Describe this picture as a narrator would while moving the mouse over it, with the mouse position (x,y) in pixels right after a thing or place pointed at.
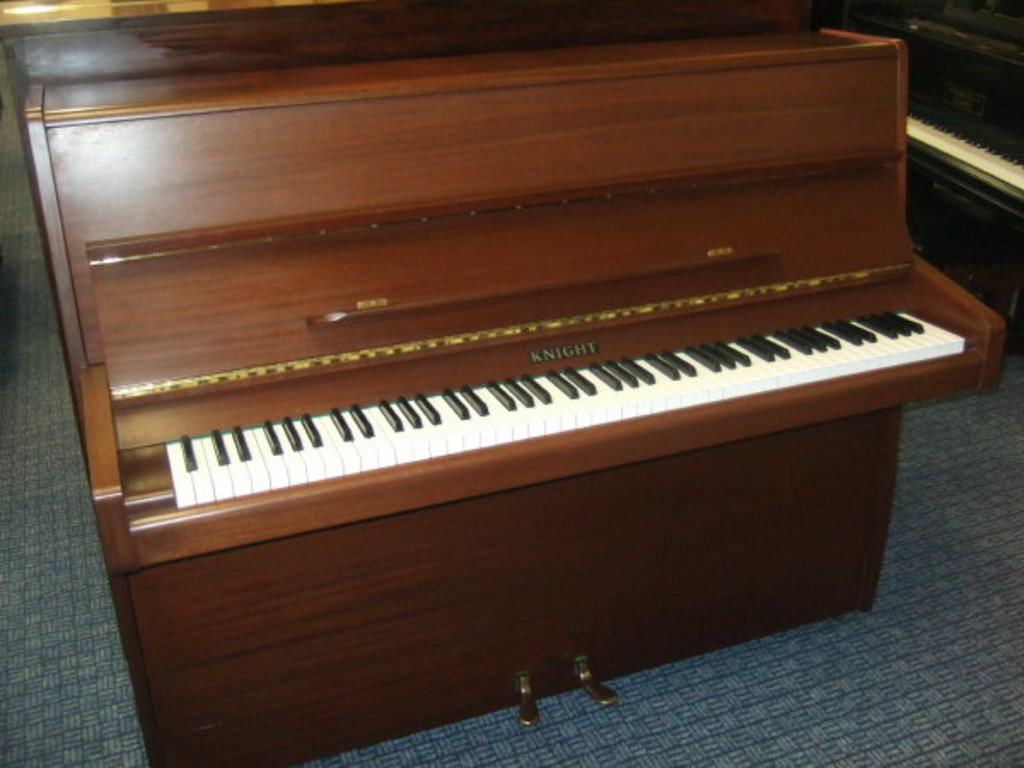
In this picture there is a brown color piano (486,507) placed on the floor (757,688). There is also a black color piano (952,176) placed to the right side of the image (966,102).
